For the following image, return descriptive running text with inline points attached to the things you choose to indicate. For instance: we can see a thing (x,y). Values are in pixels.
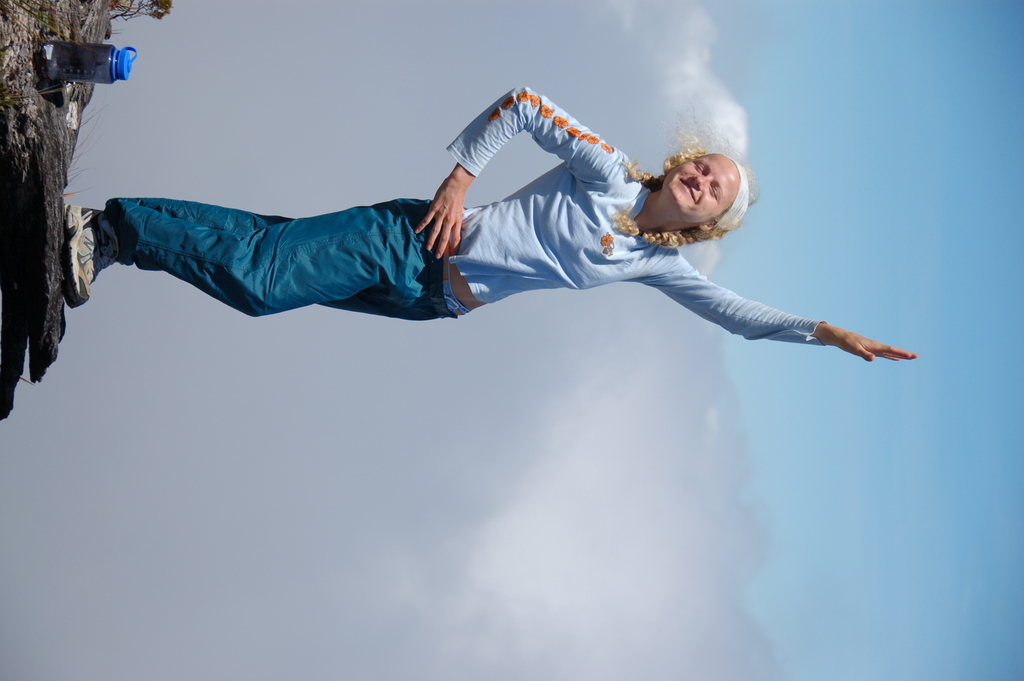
This is vertical image of a woman (290,232) in blue dress (288,239) standing on a rock (9,164) with bottle (49,70) beside her and in the back (925,434) its sky (915,557) with clouds (442,600).
